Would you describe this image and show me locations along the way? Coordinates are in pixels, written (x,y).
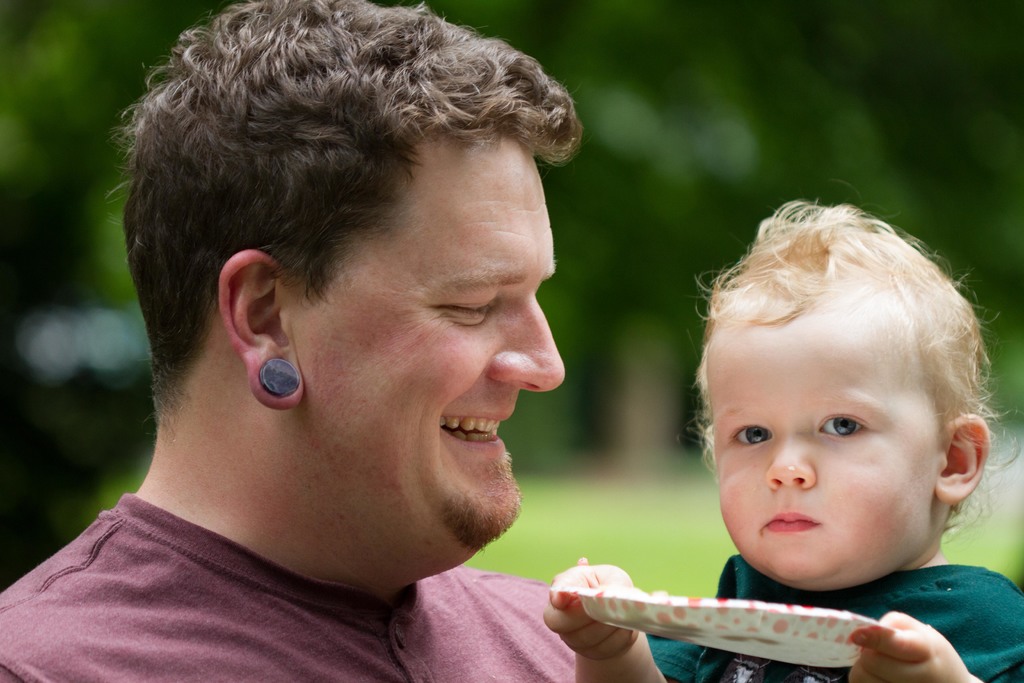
In this image we can see this person (274,555) wearing maroon color T-shirt (162,615) is smiling and carrying a child (813,598), who is holding a plate (712,601) in his hands (890,641). The background of the image (782,49) is slightly blurred, which is green in color.
